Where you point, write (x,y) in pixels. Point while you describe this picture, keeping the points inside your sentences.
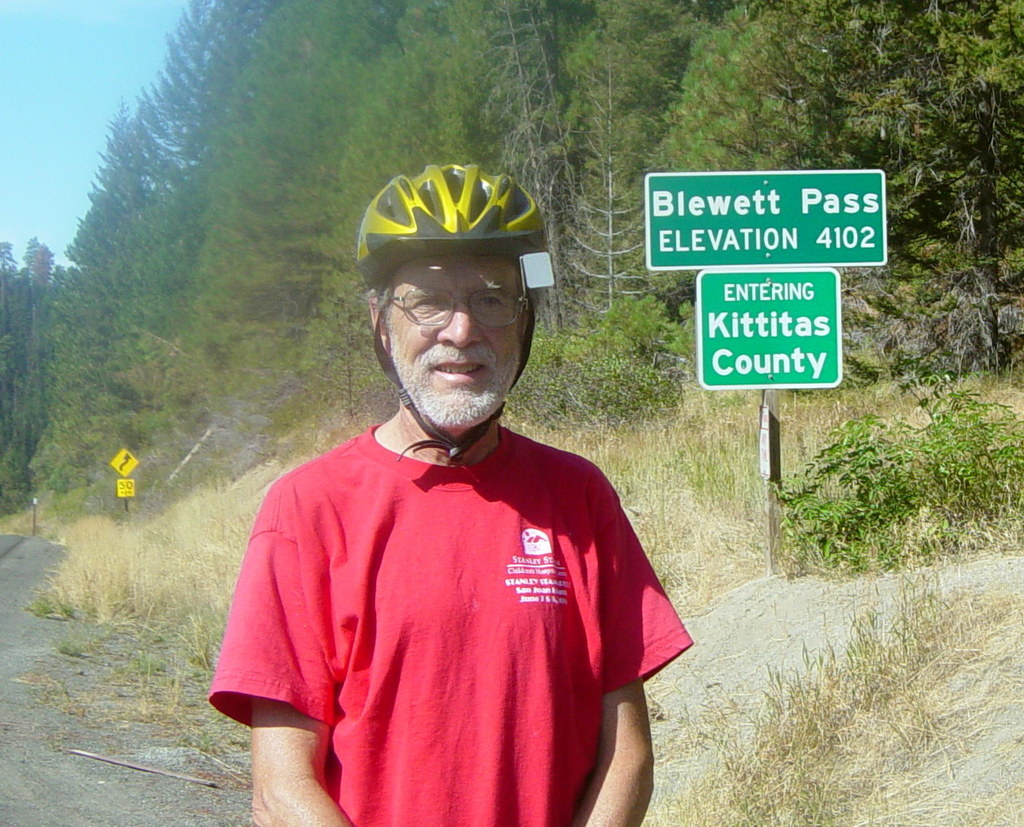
In the foreground of the picture (469,507) there is a person (453,568) standing wearing a red t-shirt (454,592) and a helmet (415,234). On the right (702,495), there are plants (874,500), grass (715,469), sign boards (730,308) and trees (735,148). On the left (84,717) there are grass (161,673), soil (90,672) and road (22,562). In the background (176,212) there are trees (201,244), sign board (132,462), pole (32,503) and plants (157,391). Sky (73,144) is clear and it is sunny.
